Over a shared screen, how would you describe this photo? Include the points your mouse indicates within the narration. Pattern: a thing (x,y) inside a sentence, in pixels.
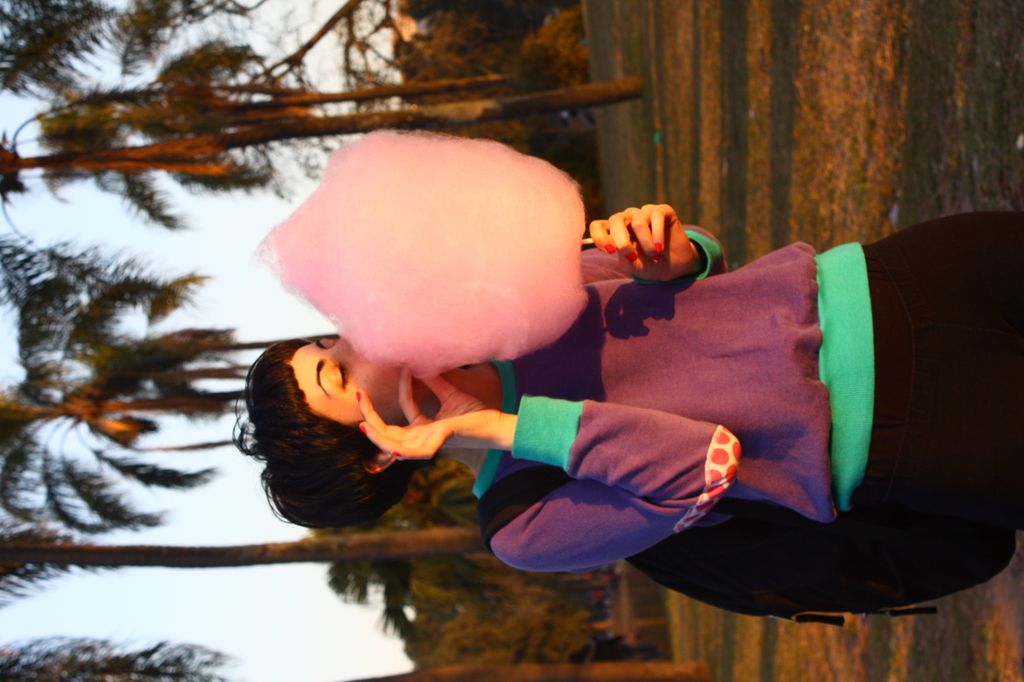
In this image we can see a lady (758,452) wearing a bag (801,558) and she is holding a cotton candy (494,255). In the background (156,348) there are trees (172,356) and sky (214,223).
